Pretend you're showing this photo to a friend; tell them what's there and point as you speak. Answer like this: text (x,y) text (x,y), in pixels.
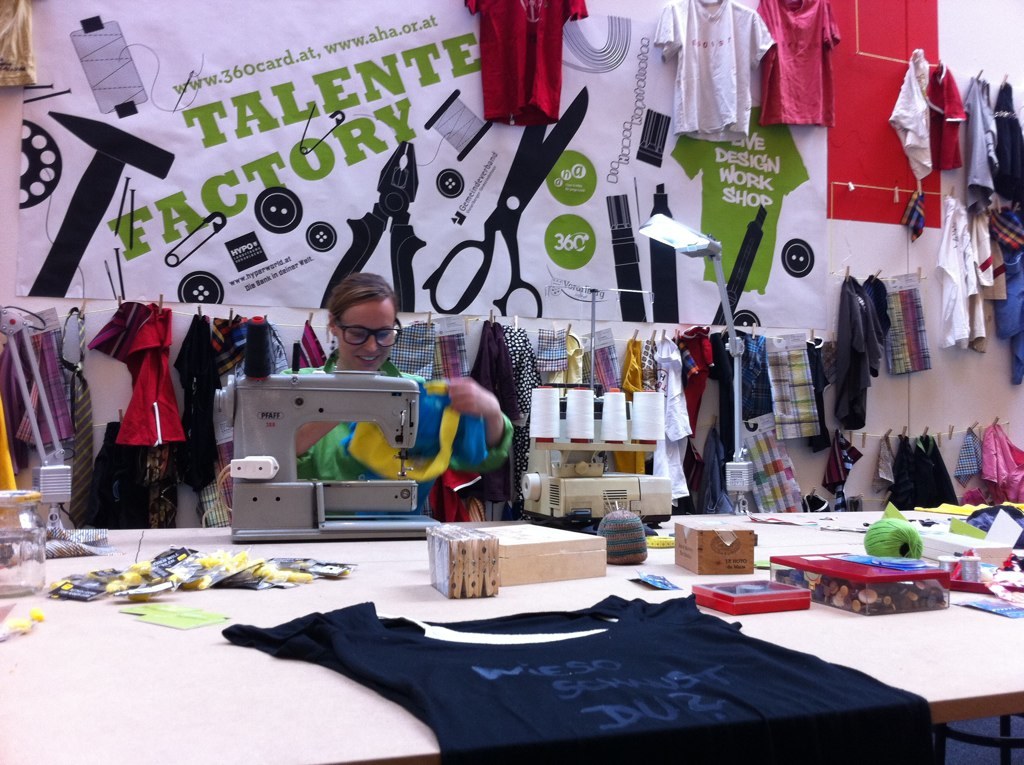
In this picture in the center (348,462) we can see a woman (314,433) stitching clothes (416,465). In the background (347,202) there is a banner (377,118) written talente factory and few tools (530,186) on the banner (146,192). And there are few clothes (763,55) hanging in the center of the image and to the left of the image (136,364) and right also. In the center (399,326) the woman (375,306) is smiling. In foreground (450,702) there is a table (733,618), on the table (670,566) there is cloth (590,691) in black color there is a stitching machine (272,453), threads (583,416), light (688,244), wool (879,524), box (872,577) and small cut pieces (183,565) and a jar (17,522) also.
